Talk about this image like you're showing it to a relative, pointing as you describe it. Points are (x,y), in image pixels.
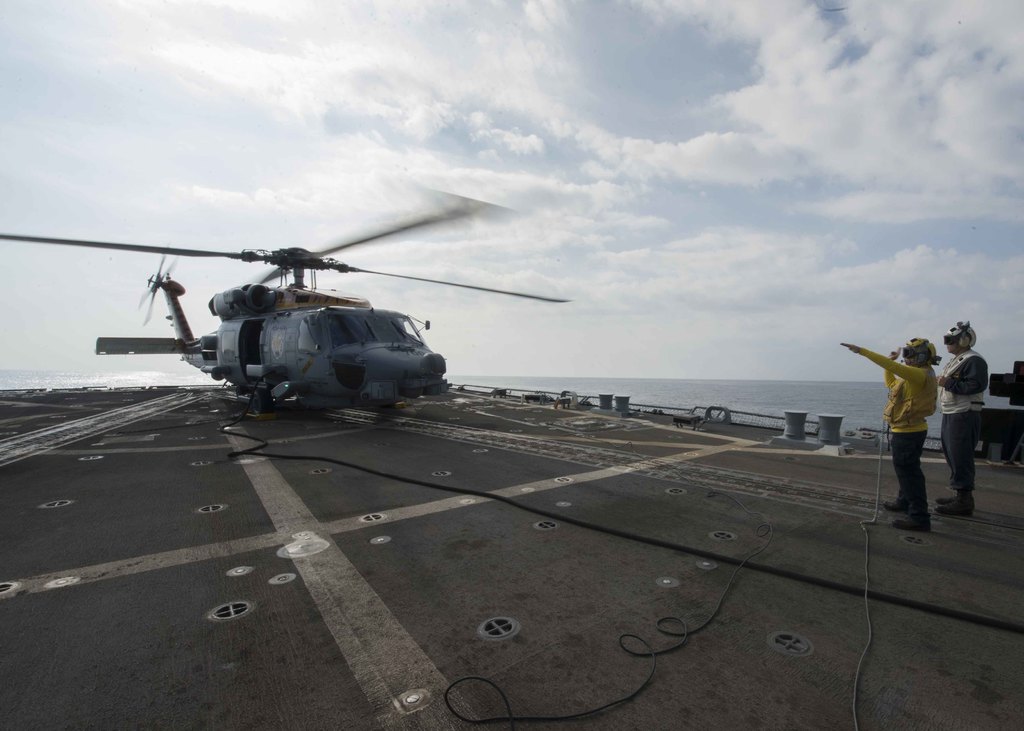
In this image, we can see a helicopter (245,347) and there are some people (915,379) wearing helmets (910,352) and there are ropes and some metal fittings (790,436) are on the deck (406,608) and there is water (843,394). At the top (459,118), there are clouds (427,183) in the sky (319,178).
